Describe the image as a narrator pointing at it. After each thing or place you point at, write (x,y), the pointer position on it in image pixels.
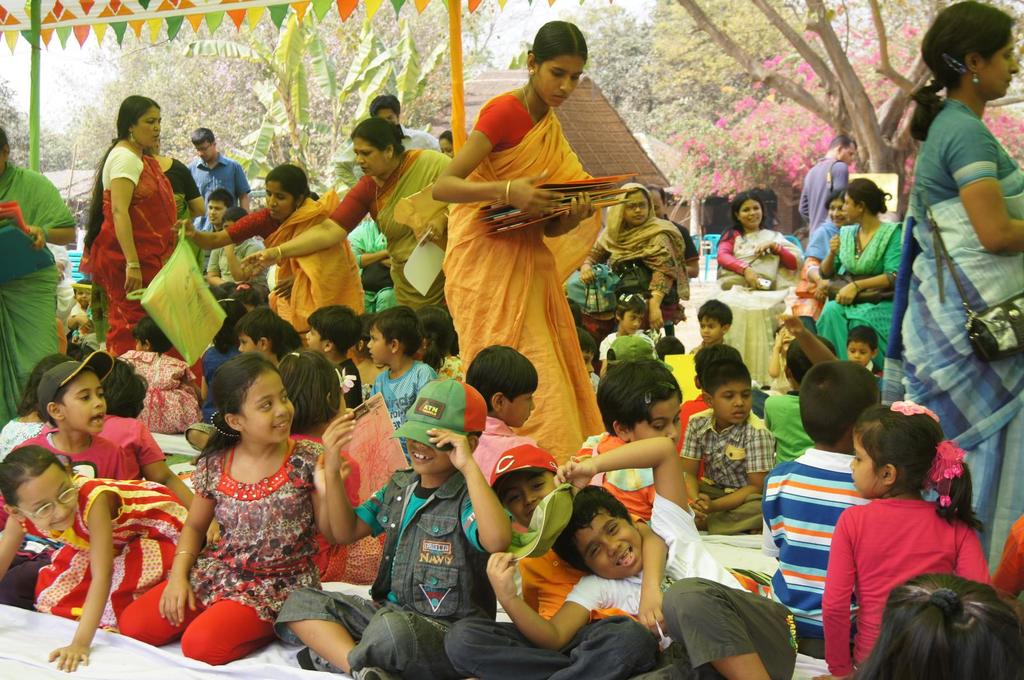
In this image I can see number of children (590,522) are sitting on the ground (195,463), few persons (680,283) are sitting on chairs (699,246), few persons (1023,301) standing and holding few objects (162,294) in their hands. In the background (668,63) I can see few trees (629,54), few flowers (753,122), few poles (458,21) and the sky (76,66).
